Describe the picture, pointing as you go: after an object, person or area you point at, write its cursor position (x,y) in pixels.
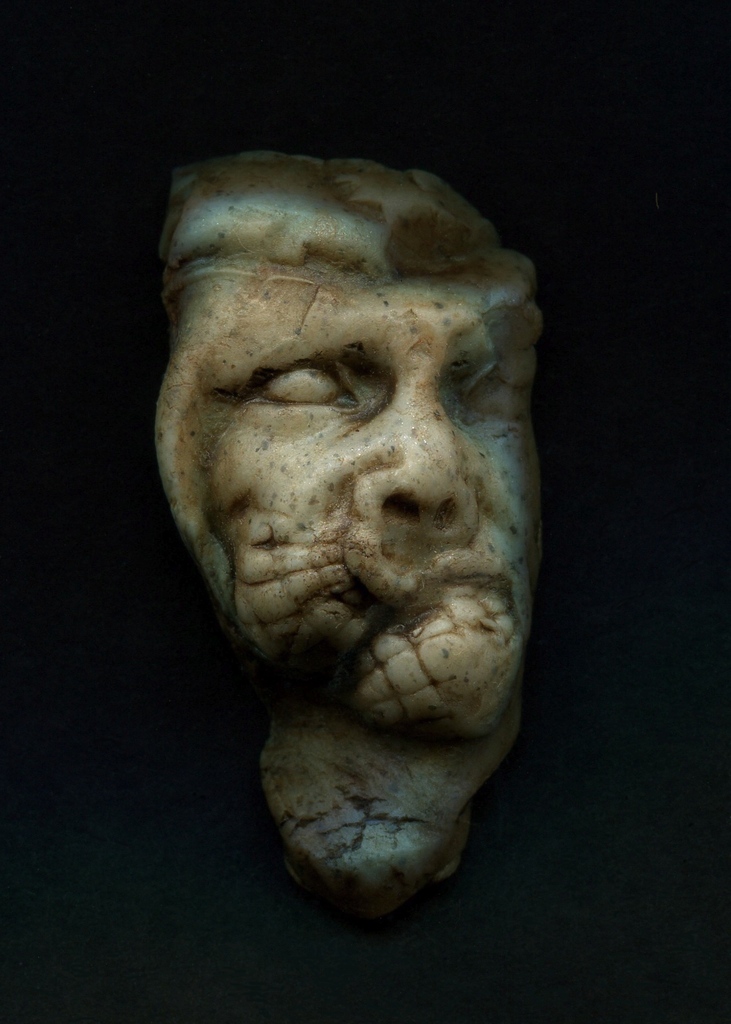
In this image in the center (328,614) there is a sculpture (395,659), and in the background (194,973) it looks like a wall (58,499).
